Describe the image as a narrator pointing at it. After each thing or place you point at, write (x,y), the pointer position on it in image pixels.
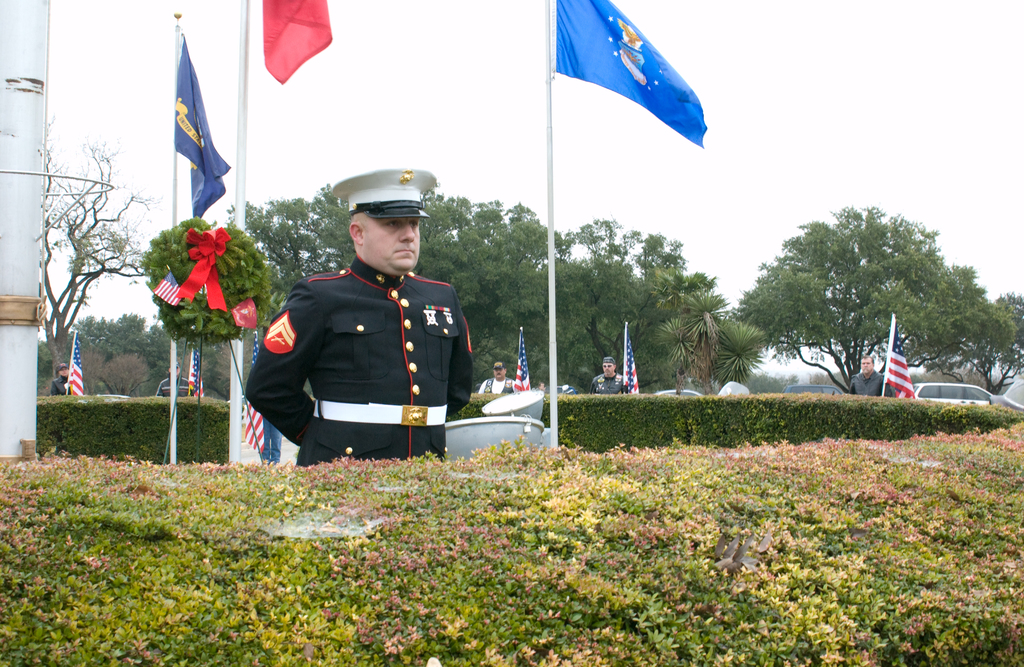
As we can see in the image there are plants (633,438), trees (656,362), flags (912,394), cars (1013,384) and sky (884,107).
